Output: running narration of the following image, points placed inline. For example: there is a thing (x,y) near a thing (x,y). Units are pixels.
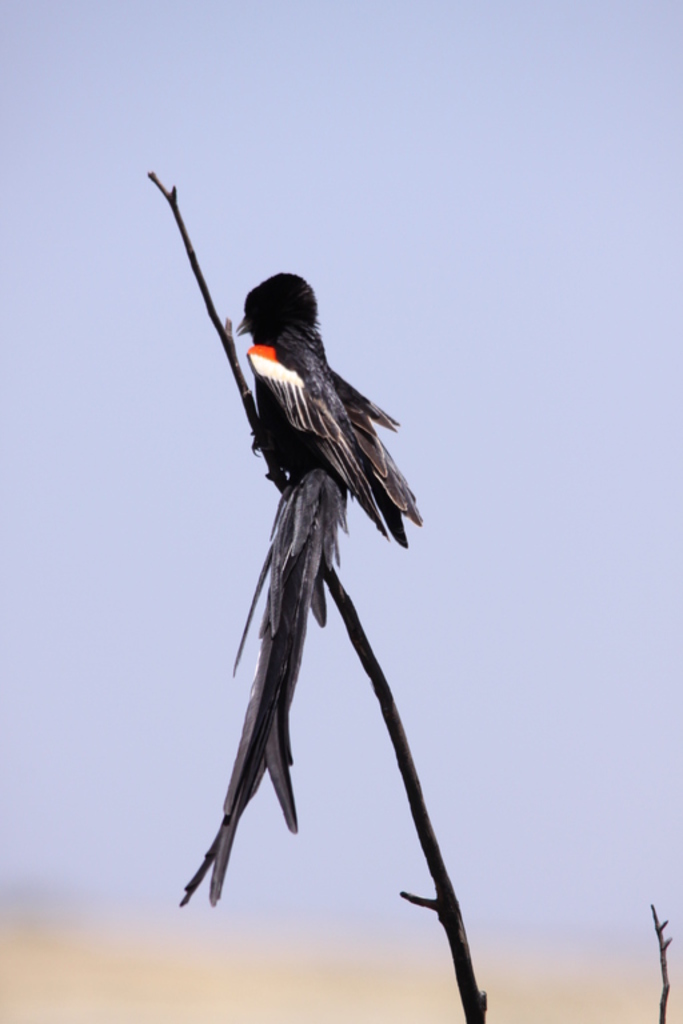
In this picture, we see a bird (312,354) in black color. It is on the black color stick (334,575) or the stem (436,861) of the tree (399,737). In the background (114,462), it is blue in color. At the bottom (201,971), it is cream in color and this picture is blurred at the bottom (323,961).
